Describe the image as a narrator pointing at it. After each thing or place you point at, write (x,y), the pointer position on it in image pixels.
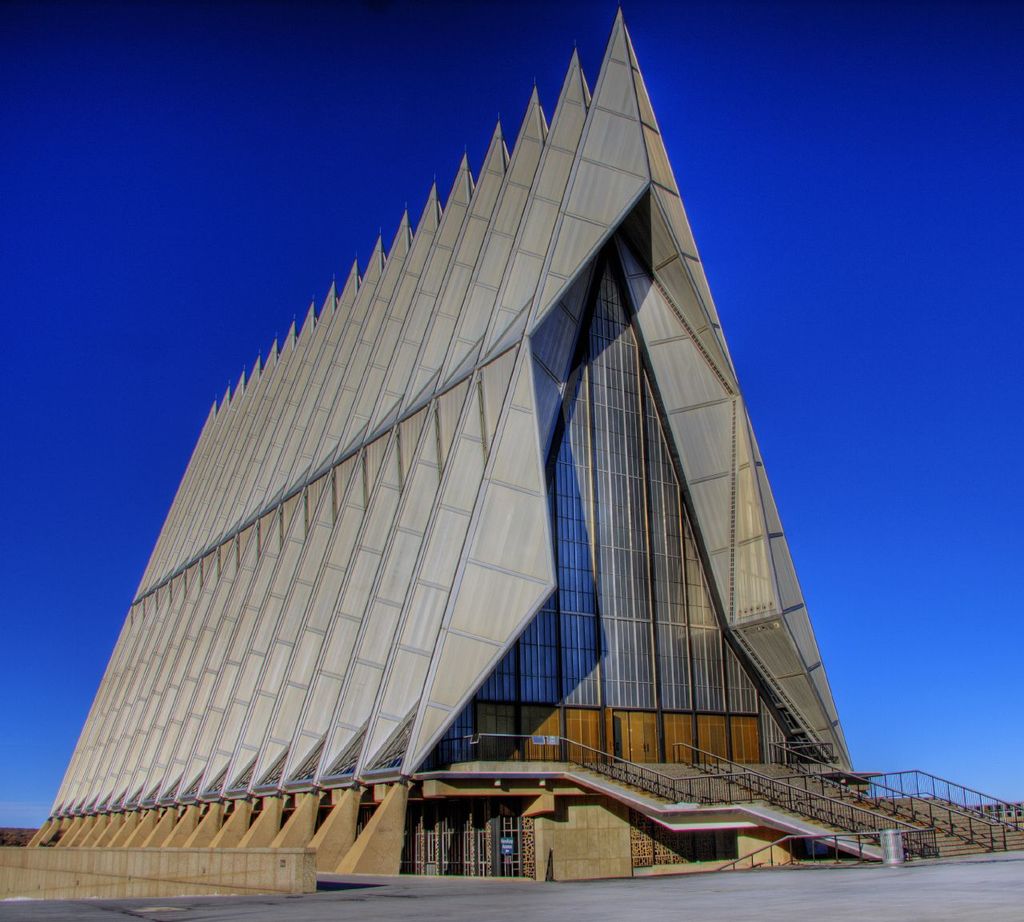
In the picture we can see some architecture (390,628) and top of the picture (153,127) there is clear sky (121,177).
